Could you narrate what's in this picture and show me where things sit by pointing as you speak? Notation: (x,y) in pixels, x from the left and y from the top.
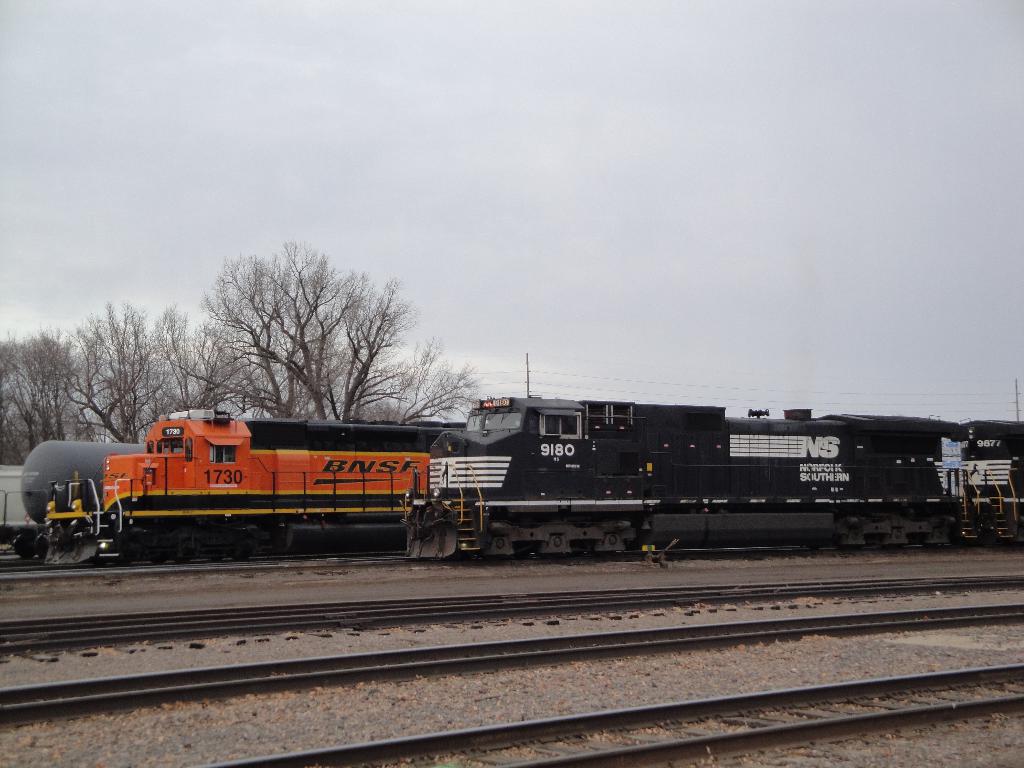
In the center of the image (597,494) we can see trains (329,511) on the railway tracks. In the bottom of the image (391,582) we can see stones (644,685) and railway tracks (600,754). In the background (451,270) we can see trees (262,330), sky (716,170) and clouds (671,161).
